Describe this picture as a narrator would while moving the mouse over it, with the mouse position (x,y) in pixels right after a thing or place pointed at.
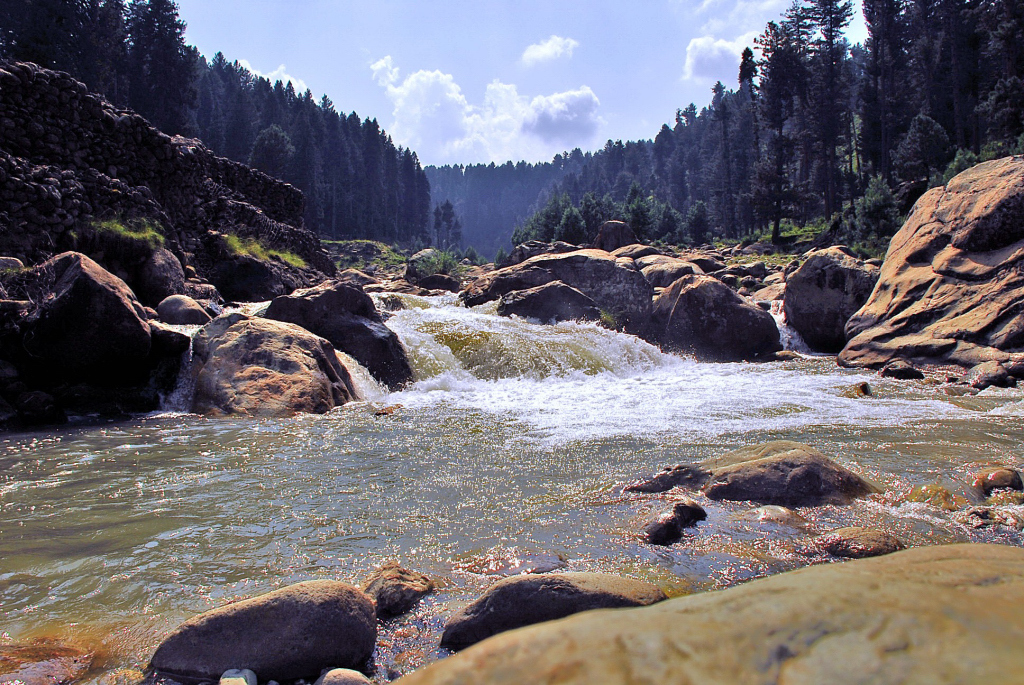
In this image we can see a blue and a slightly cloudy sky (508,85). There are many rocks (975,266) in the image. There are many trees (521,205) in the image. There is the flow of water (445,497) in the image.
